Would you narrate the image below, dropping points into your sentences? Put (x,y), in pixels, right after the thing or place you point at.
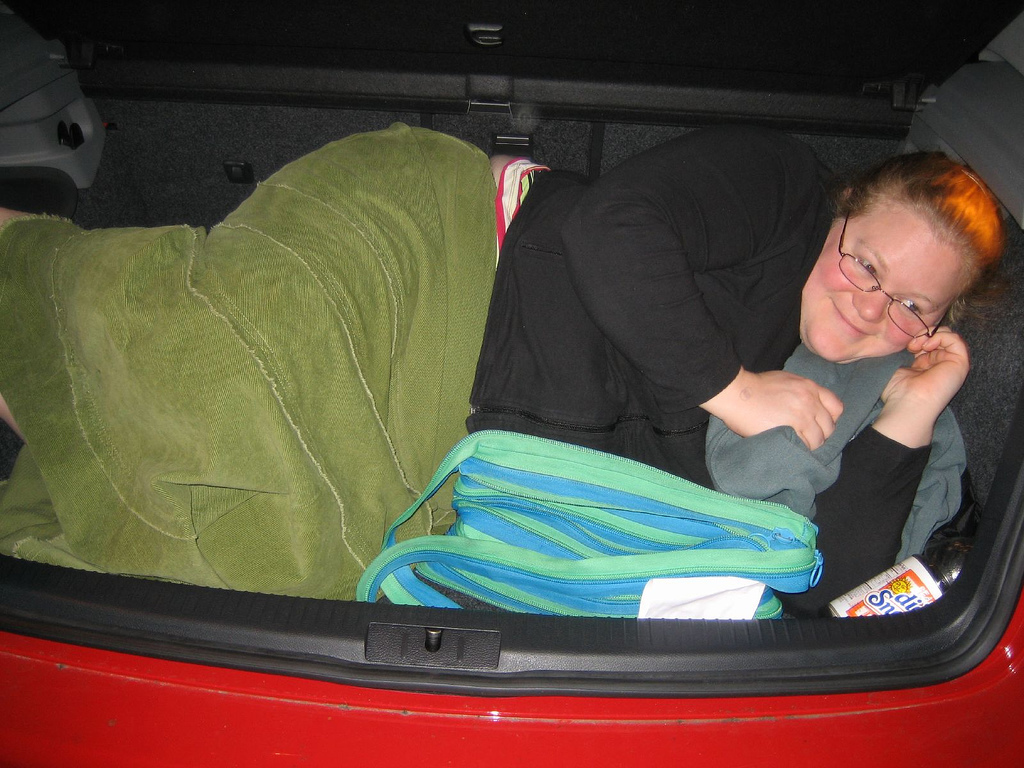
In this image we can see a lady (448,355) is lying in the car (343,728). There is a red color car (360,728) in the image. There are few objects (757,584) placed in the car (245,697).
